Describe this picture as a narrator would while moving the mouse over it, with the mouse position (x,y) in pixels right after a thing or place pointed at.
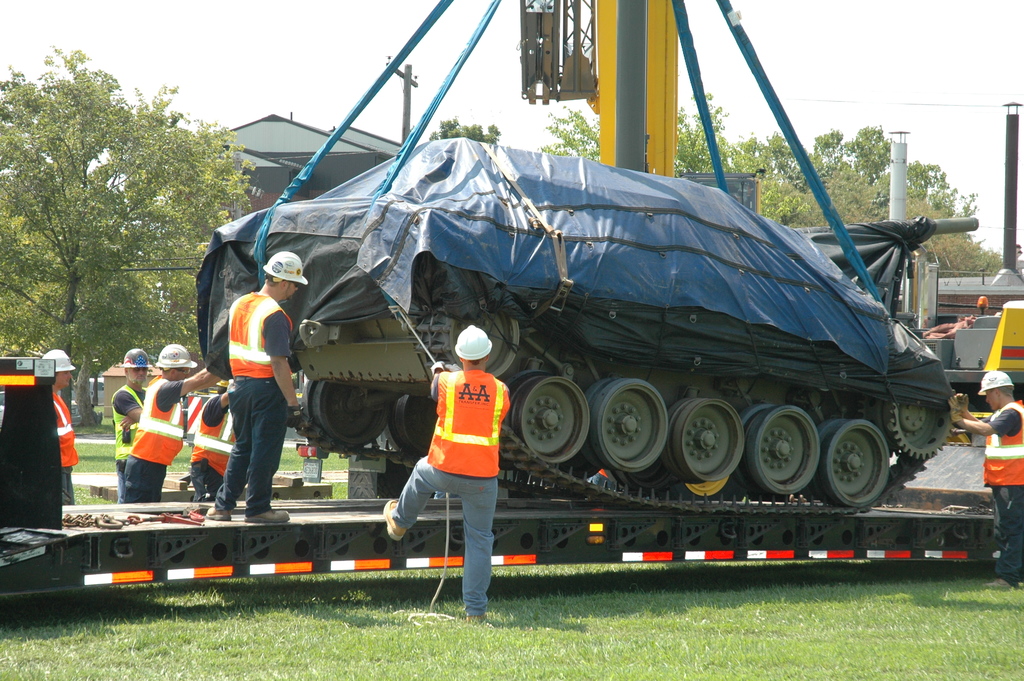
At the bottom (176,503), we see the grass (95,457) and a truck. We see the people (474,392) who are wearing the orange jackets (207,431) and a green jacket (134,415) are standing. In front of them, we see a vehicle (535,449) which is covered with a black and blue color sheet (573,291). It is tied with a blue color rope like structure (456,67). Behind that, we see a yellow color pole (612,103). On the right side (1002,561), we see a man (964,422) who is wearing a orange jacket (990,465) and a white helmet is standing. There are trees (235,191), buildings (363,162) and poles (895,186) in the background (1013,215). At the top (238,57), we see the sky (129,43).
